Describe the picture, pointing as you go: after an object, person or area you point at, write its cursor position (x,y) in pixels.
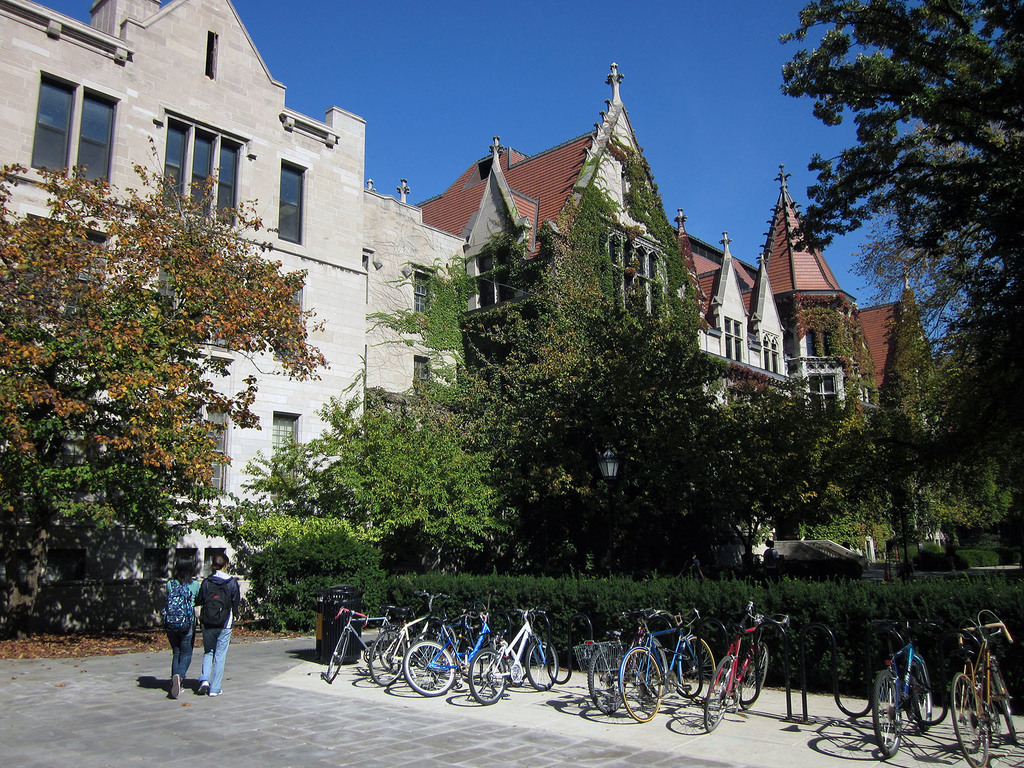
In this image I can see some trees (494,532) and bushes (344,578) and in front of the building (395,343) and I can see two persons (175,651) wearing a back pack (214,612) walking on the road (263,643) and I can see there some bi-cycles (346,631) and black color container (324,622) kept on the floor (539,729) at the top (487,55) I can see the sky (613,49) and in the middle (521,295) I can see the buildings (235,227).
